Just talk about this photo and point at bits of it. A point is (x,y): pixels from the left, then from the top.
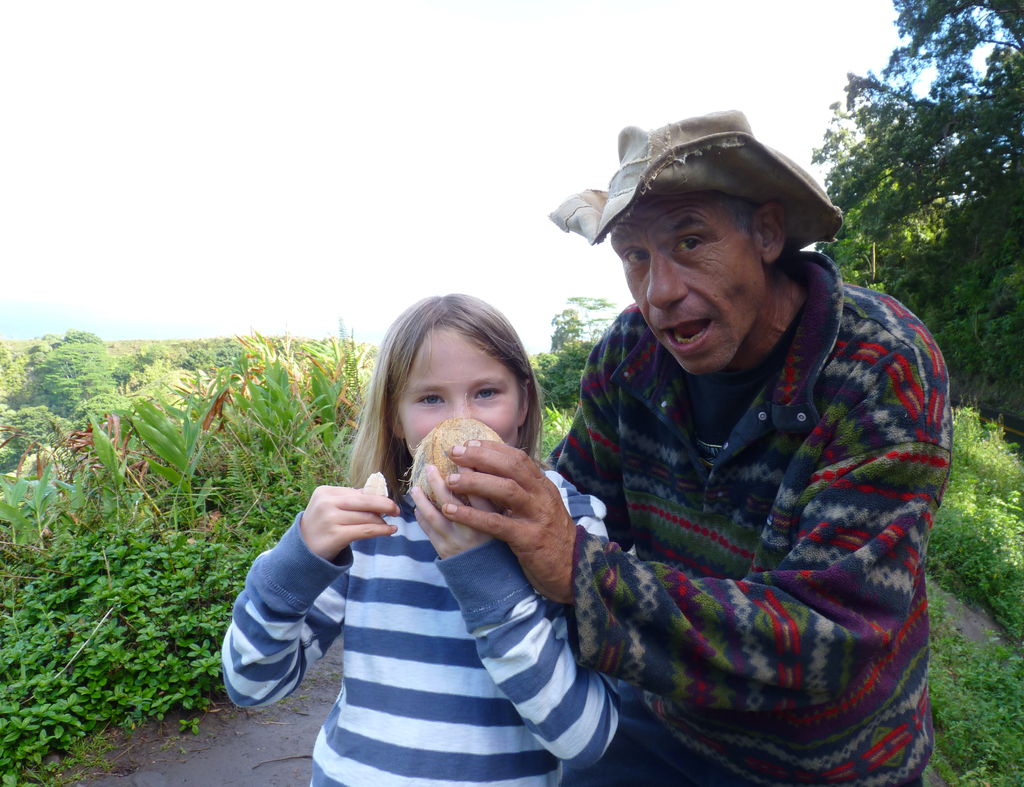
In this picture there are two person (753,558) standing and holding the fruit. At the back (1008,748) there are trees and plants (969,476). At the top (309,105) there is sky (303,181). At the bottom (269,731) there is ground (252,745).
